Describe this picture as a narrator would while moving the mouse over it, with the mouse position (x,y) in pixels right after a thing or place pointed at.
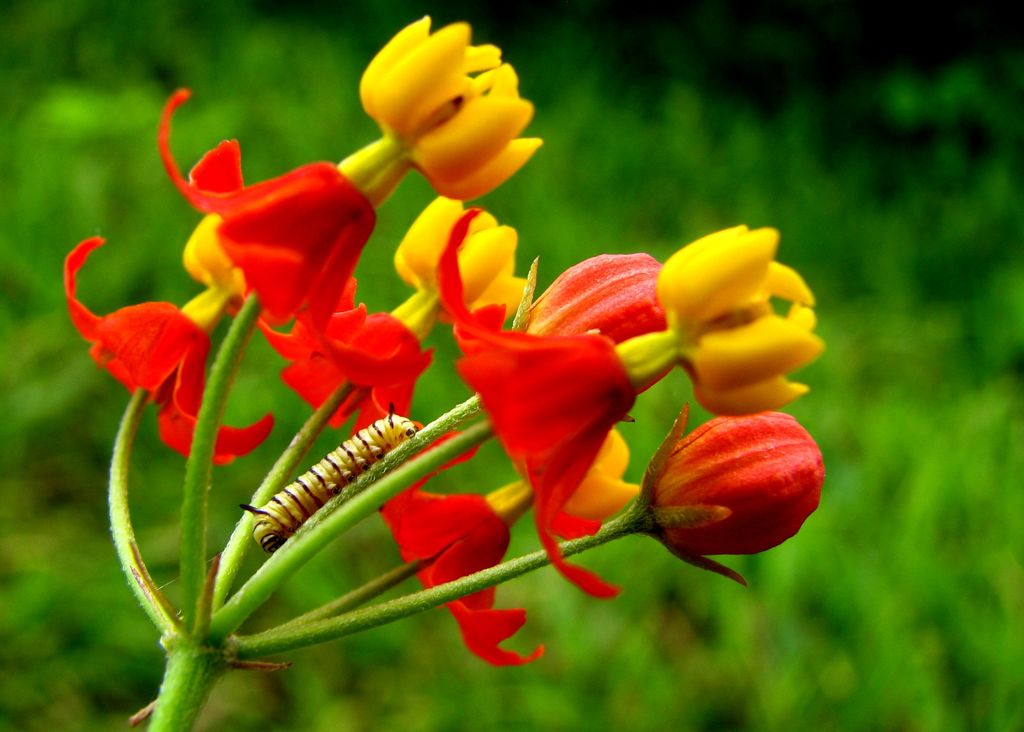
In this picture there is an insect (260,531) on the plant (407,255) and there are red and yellow color flowers (592,394) on the plant (353,506). At the back (14,14) there are plants (818,512).
